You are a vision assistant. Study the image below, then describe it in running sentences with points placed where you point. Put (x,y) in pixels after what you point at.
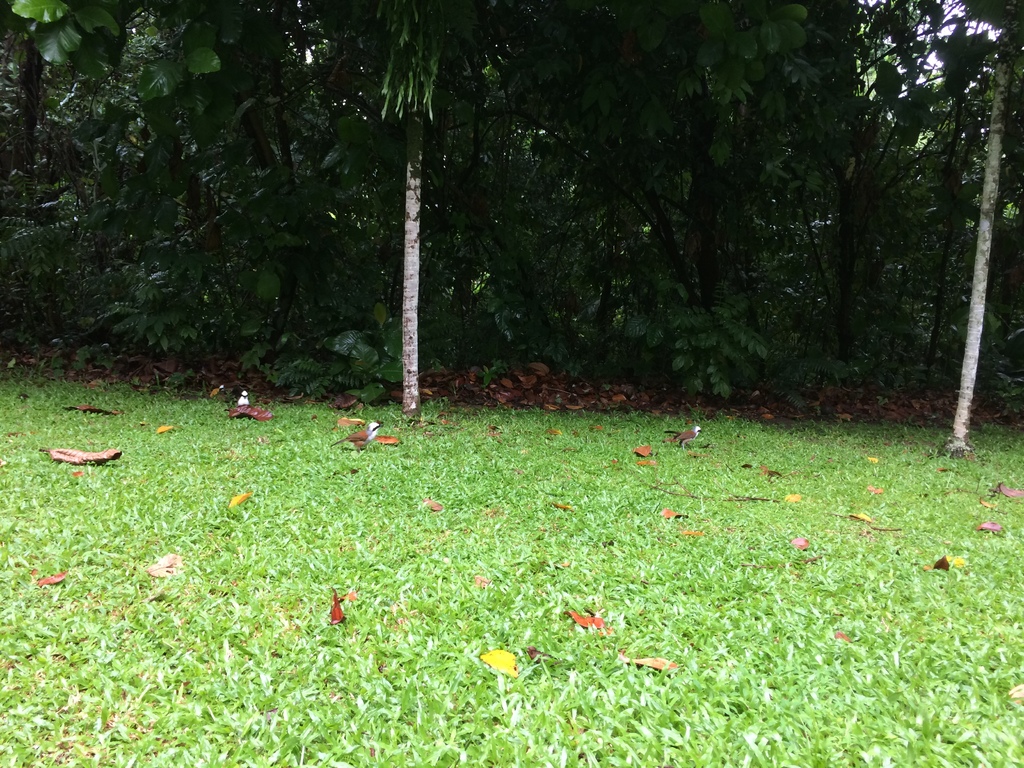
On the ground (372,532) there is grass (441,625). Also there are leaves (388,443) and birds (361,437) on the ground (512,616). In the background (585,149) there are trees (749,104).
